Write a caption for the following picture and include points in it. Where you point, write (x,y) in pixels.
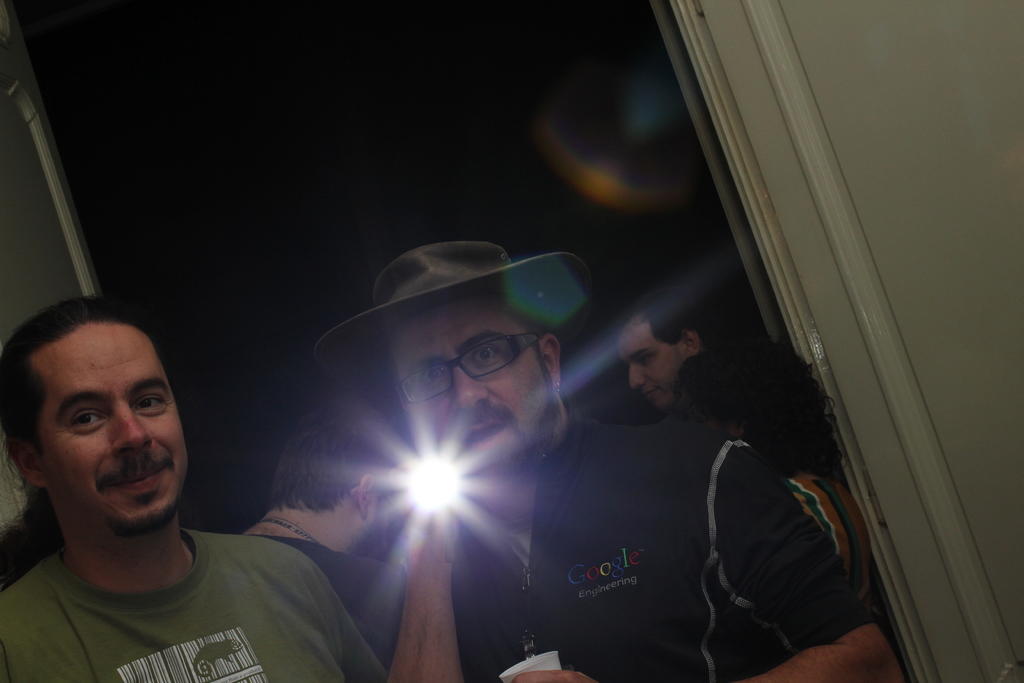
In the image we can see there are two men (544,462) standing, wearing clothes (283,629) and the right side man (495,588) is wearing spectacles (518,341), hat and torch (441,463) in one hand (455,515) and on the other hand (559,673) there is a glass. Behind them there are people (655,380) and the background (343,150) is dark.
